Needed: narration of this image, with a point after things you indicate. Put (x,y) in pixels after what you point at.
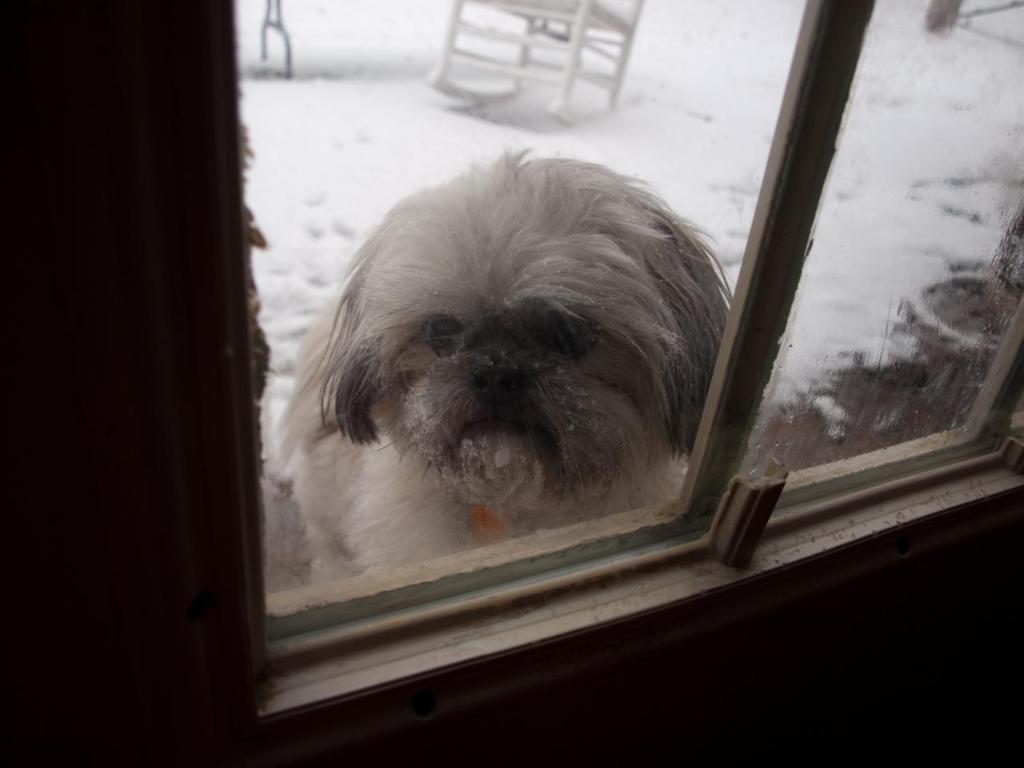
In the picture I can see glass windows (516,573) through which I can see a white color dog (452,449), snow (377,150) and few more objects (483,44) in the background (759,162).
